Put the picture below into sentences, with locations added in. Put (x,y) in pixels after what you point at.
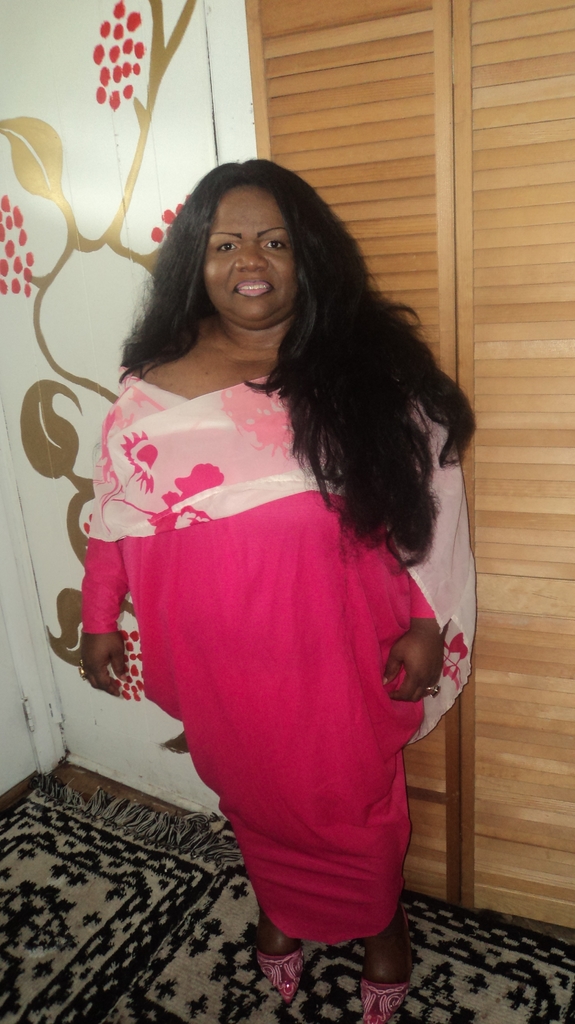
In this image we can see a woman (293,552) standing on the floor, behind her we can see the wall (98,97) and a closet (451,288).
